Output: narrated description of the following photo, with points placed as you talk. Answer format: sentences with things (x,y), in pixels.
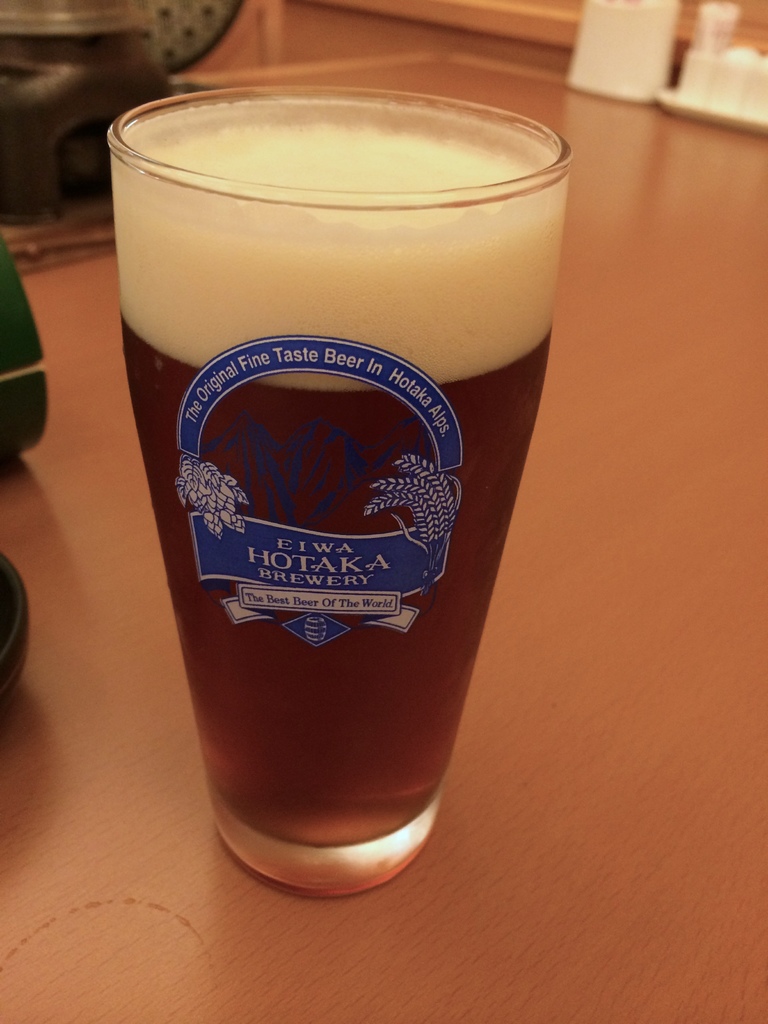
Here in this picture we can see a glass (333,431) of beer (355,768) present on the table (92,841) over there.
